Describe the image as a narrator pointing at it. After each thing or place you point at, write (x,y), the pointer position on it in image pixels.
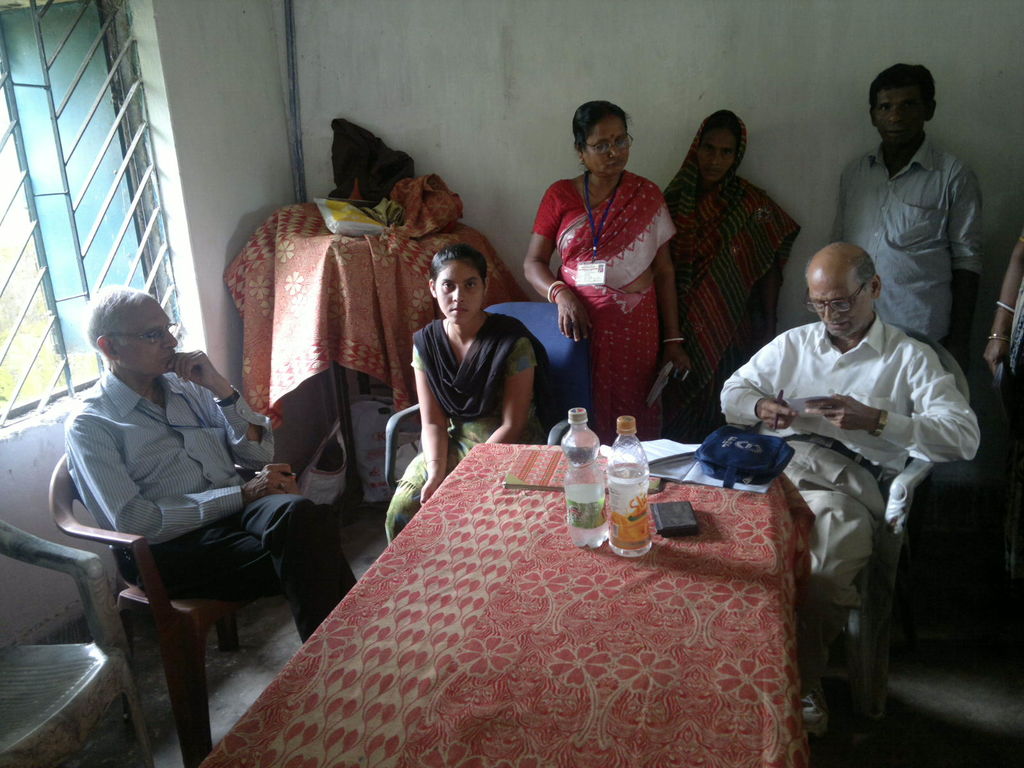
In this picture we can see a group of people (782,423) where some are sitting on chairs (580,368) and some are standing on the floor (940,700) and in front of them on the table (476,480) we can see bottles (622,466), books (654,472), papers (678,462), bag (736,466) and in the background (84,128) we can see a window (76,97), wall (480,125), cloth (415,213).
